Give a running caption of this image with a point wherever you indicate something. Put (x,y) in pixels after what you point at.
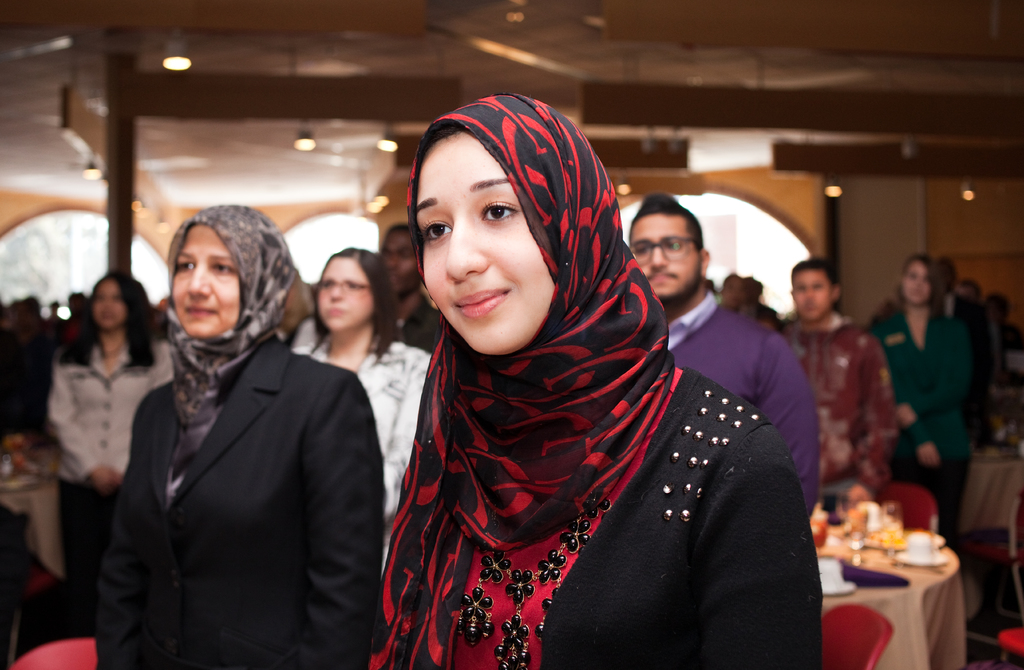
In this picture we can see a group of people (287,521), here we can see tables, glasses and some objects (881,616) and in the background (951,4) we can see lights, roof (956,21) and some objects (865,611).
